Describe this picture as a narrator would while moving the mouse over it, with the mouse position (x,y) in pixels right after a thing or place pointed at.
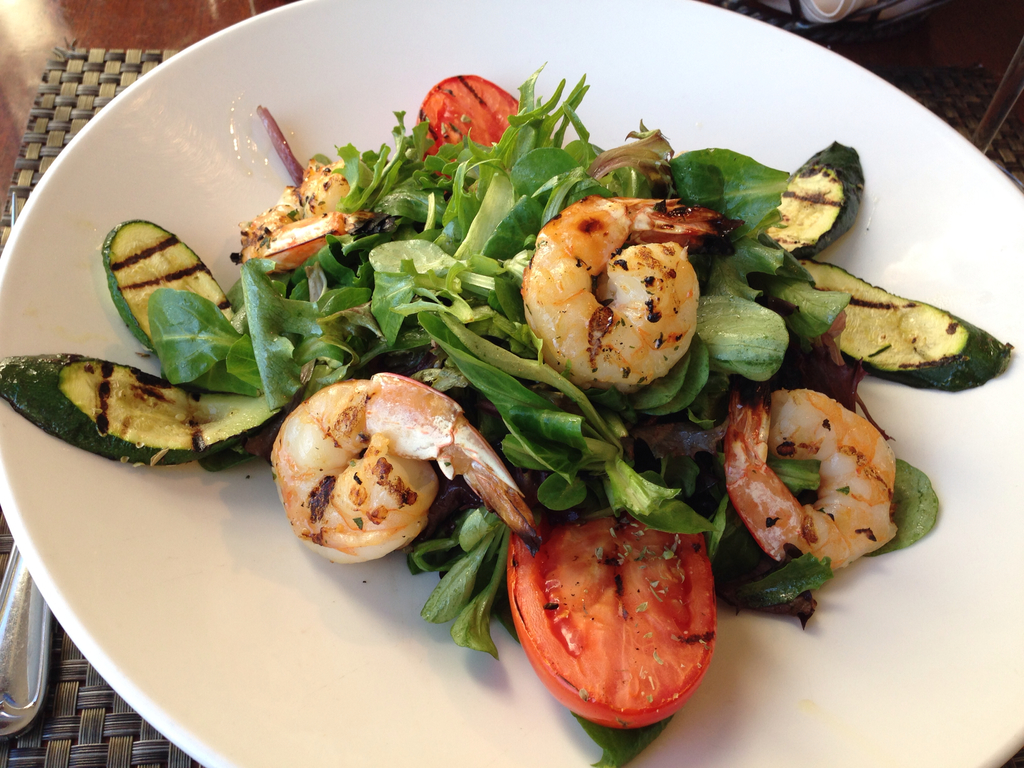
In this picture there is food (362,274) on the white plate (993,257). There is a plate (92,244), table mat (85,114), fork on the table (130,45).
